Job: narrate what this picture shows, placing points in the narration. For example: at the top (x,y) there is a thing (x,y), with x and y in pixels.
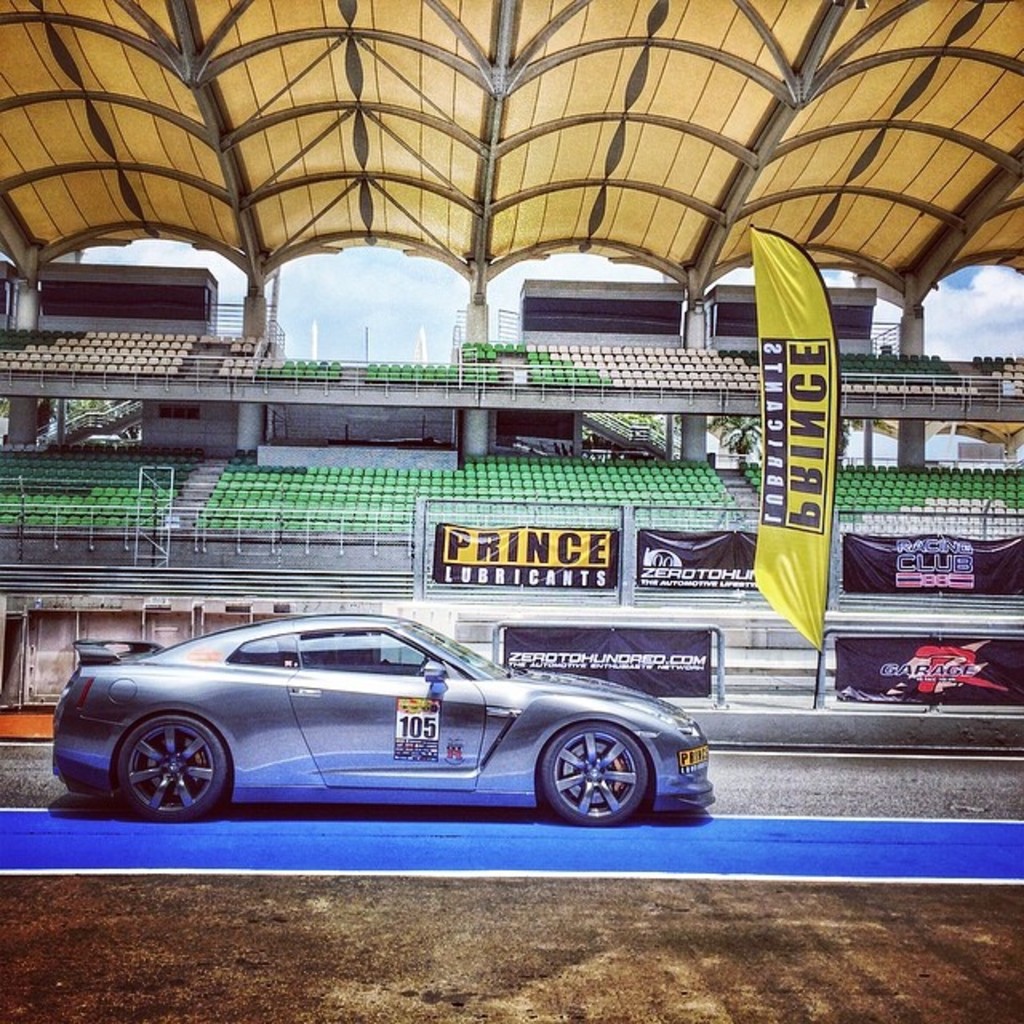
In this image in the center (452,665) there is one car (619,718), and in the background (199,515) there are some seats (205,505), railing (1002,608), posters (819,554), boards (844,651), poles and some chairs (79,355). At the bottom (327,872) there is walkway (643,939), at the top (386,120) there is ceiling (905,103) and some poles (988,148).
